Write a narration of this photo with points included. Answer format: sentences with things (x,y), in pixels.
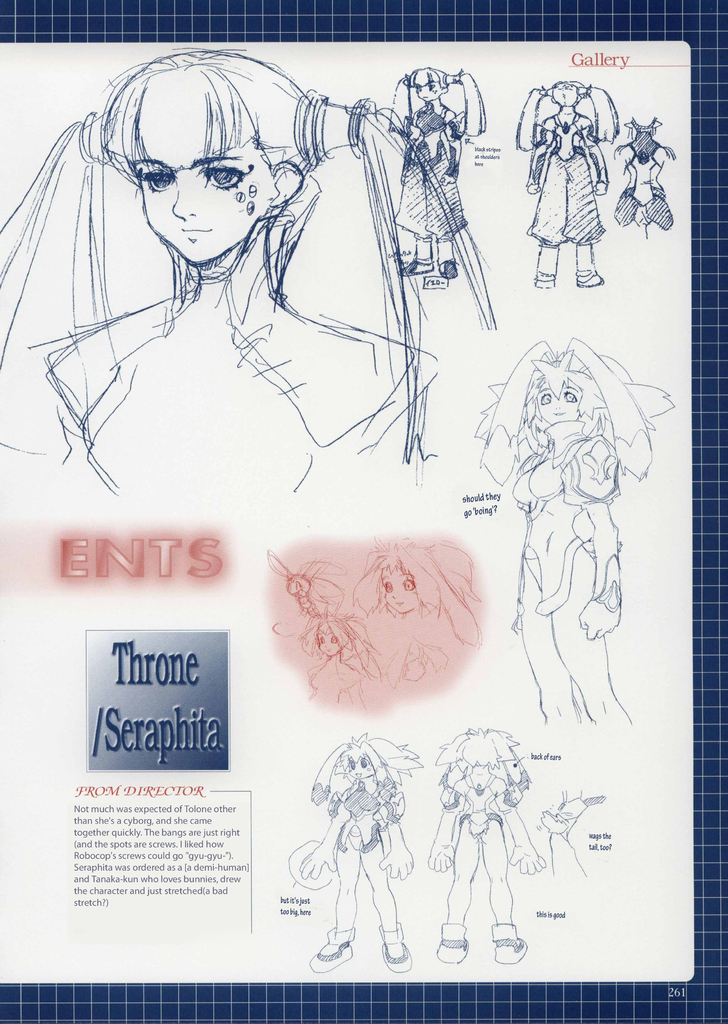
In this image I can see a white colour thing (277,396) and on it I can see depiction pictures (297,474) of people (605,677). On the top right side (590,55) and on the left side of this image (160,558) I can see something is written.
